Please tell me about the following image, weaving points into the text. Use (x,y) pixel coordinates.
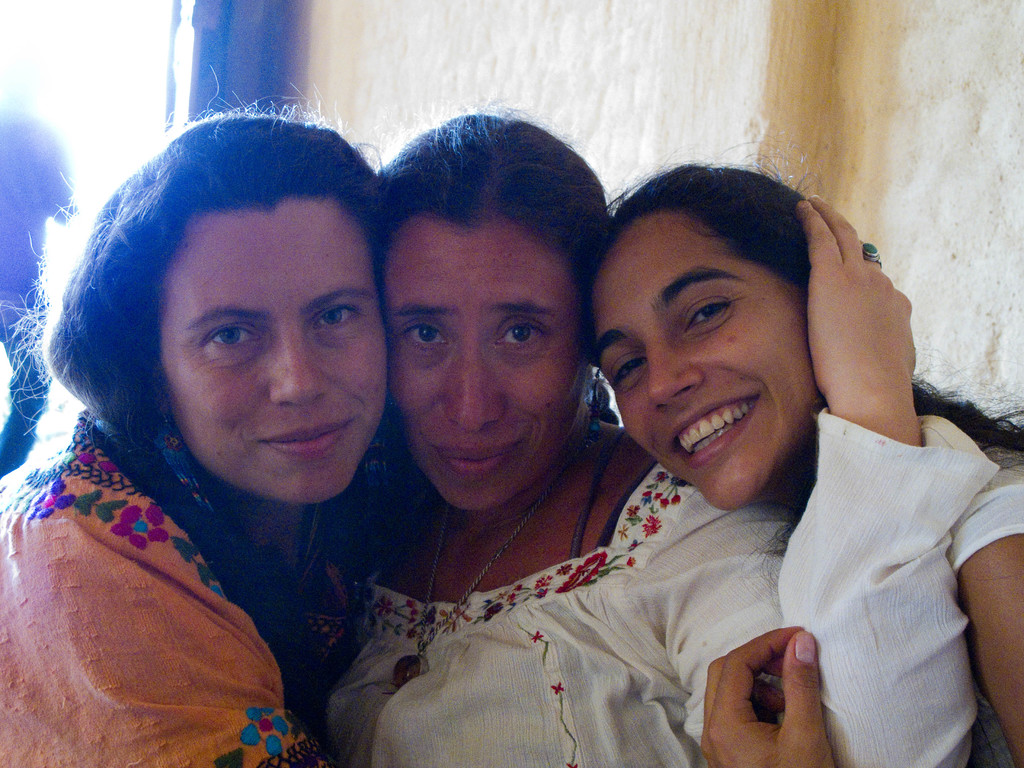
In this image there are three women (757,510), in the background (827,74) there is a wall (882,87).
